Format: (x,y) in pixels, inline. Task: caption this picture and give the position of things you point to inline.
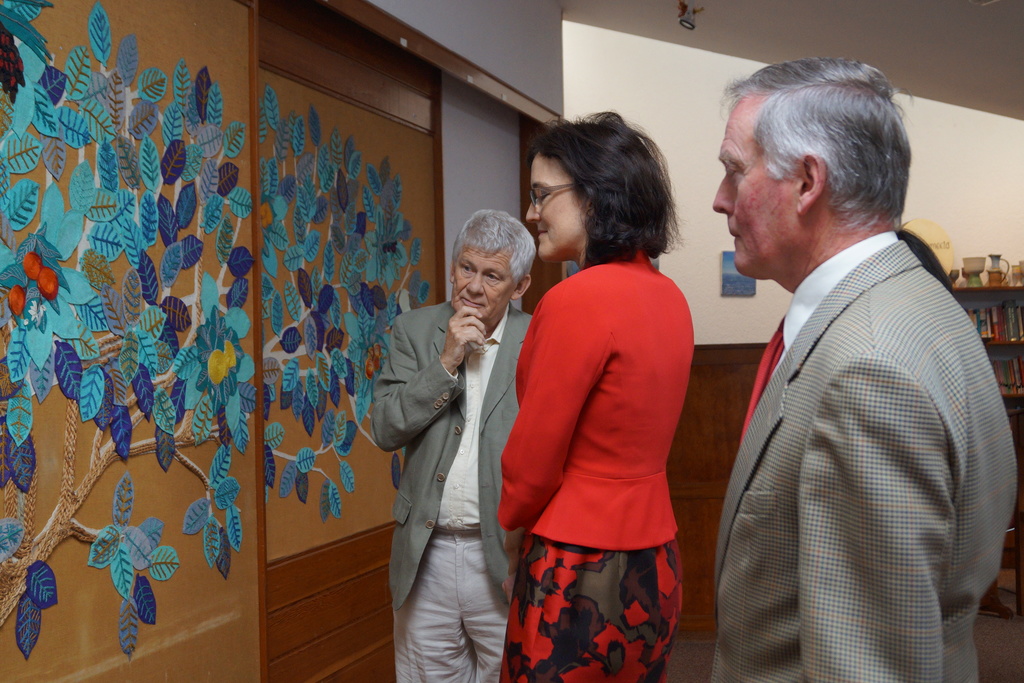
In this picture we can see some people (744,465) are standing in front of the wall (285,445) and looking painting (161,249) which is drawn on the wall (54,651).
